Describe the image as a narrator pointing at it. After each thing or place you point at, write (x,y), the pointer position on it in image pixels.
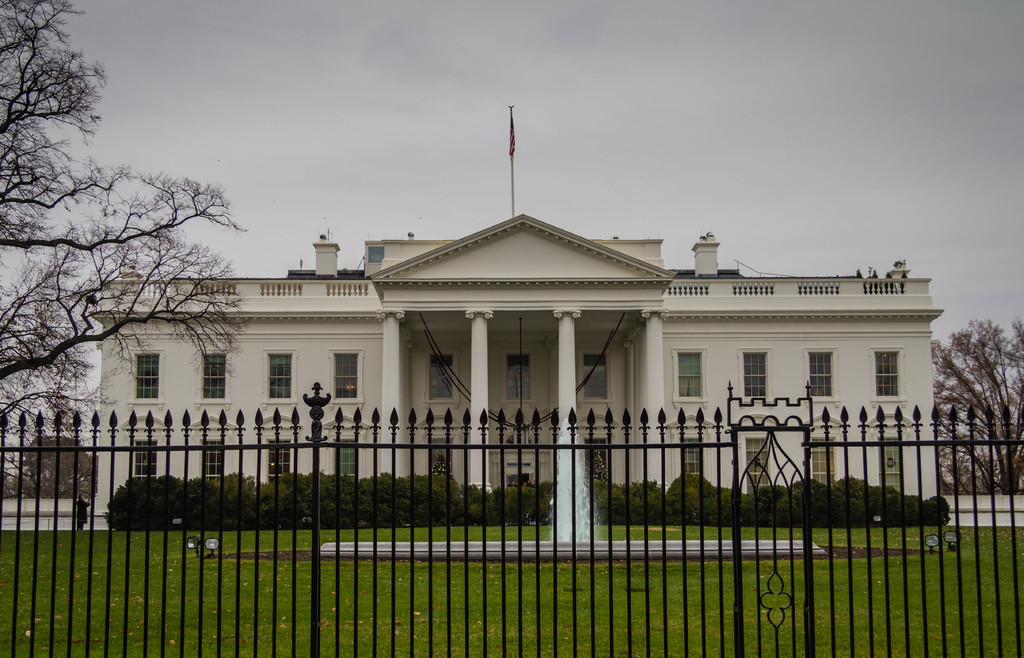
In this image we can see the building (455,362). And we can see the windows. And we can see the water fountain (581,494) in front of the building (914,433) and we can see the flag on the building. And we can see the clouds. And we can see the dried trees (941,436) and plants (879,502). And we can see the metal fencing (954,443) and lights (935,540).
